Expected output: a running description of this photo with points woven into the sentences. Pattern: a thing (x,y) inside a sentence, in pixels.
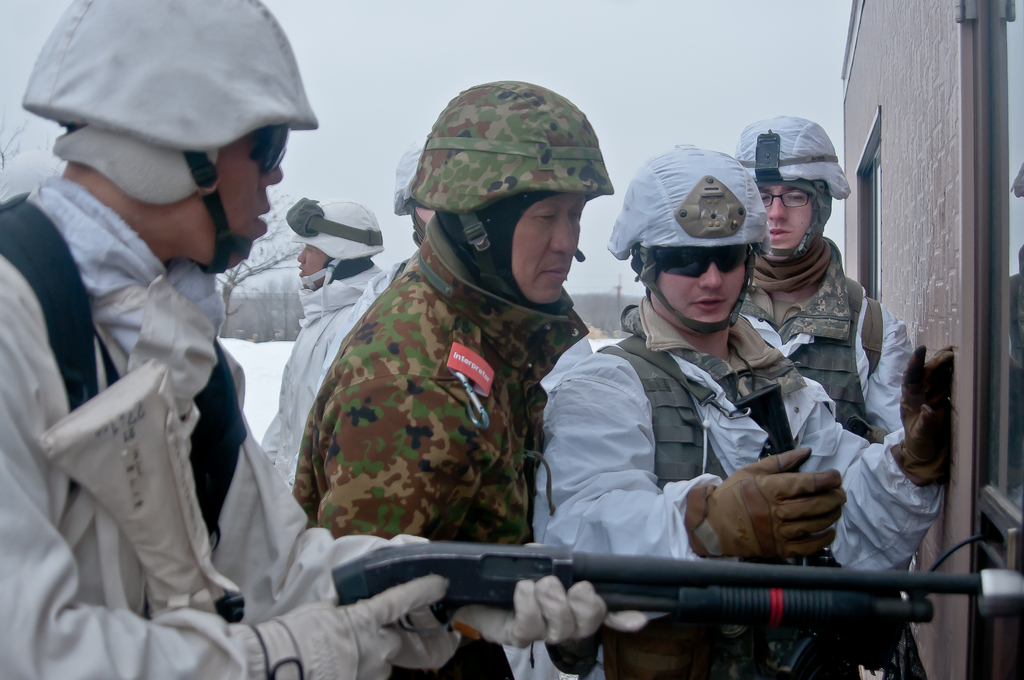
In the picture I can see few persons (316,404) wearing helmets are standing and there is a building (961,461) in the right corner (973,388) and there are few trees (253,269) in the background (237,272).
